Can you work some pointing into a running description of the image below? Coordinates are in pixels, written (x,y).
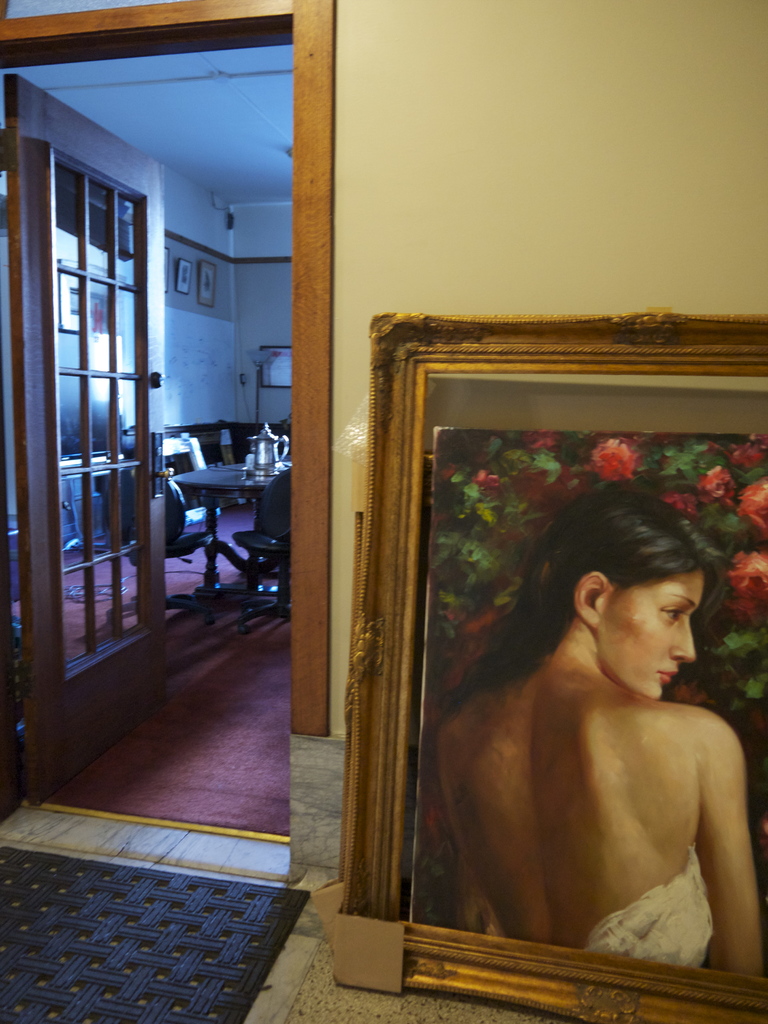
In this picture we can see a photo frame (561,513), and here is the wall (564,107), and at side here's the door (152,250), and there is the table (256,483) and some objects (248,454) on it.
